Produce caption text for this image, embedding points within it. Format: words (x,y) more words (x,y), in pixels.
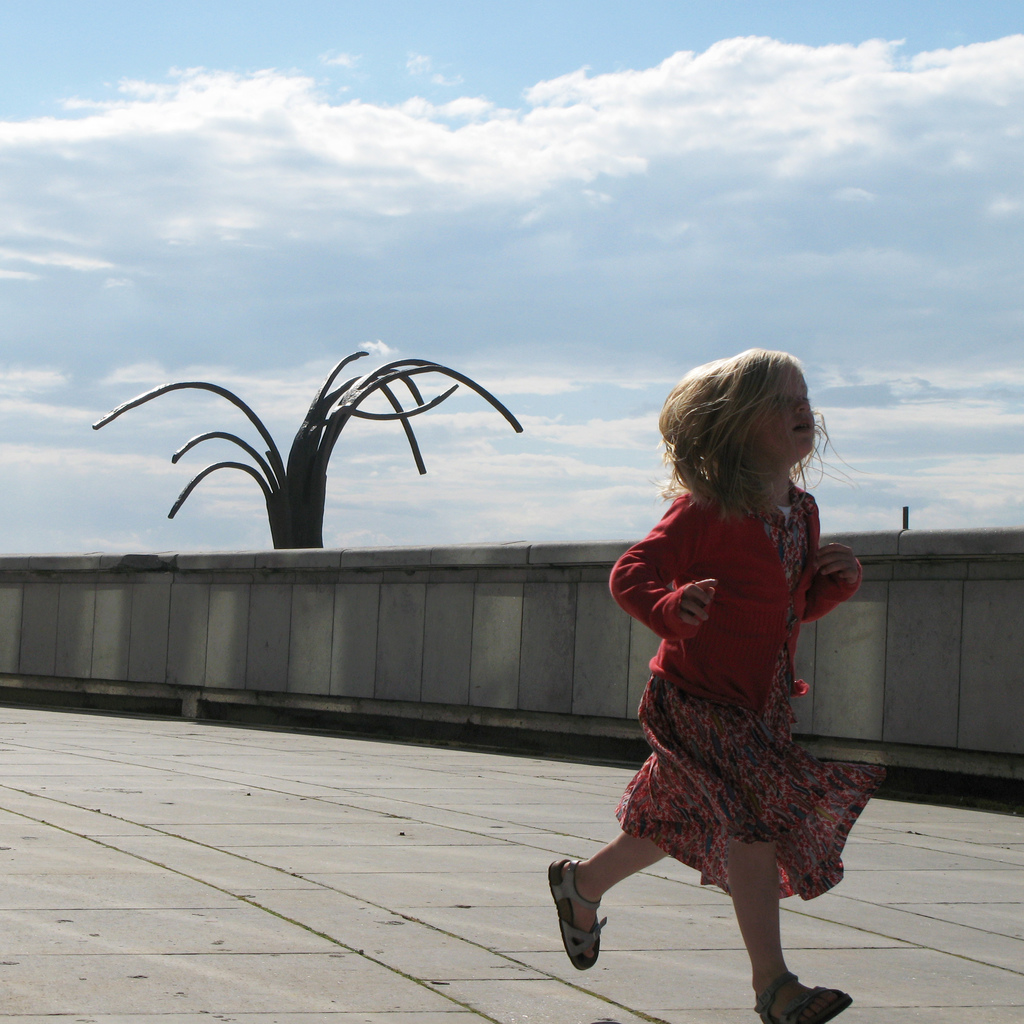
On the right side (793,437) a girl (720,772) is running, she wore a red color sweater (773,628). At the top (461,219) it's a sunny sky (535,177).
